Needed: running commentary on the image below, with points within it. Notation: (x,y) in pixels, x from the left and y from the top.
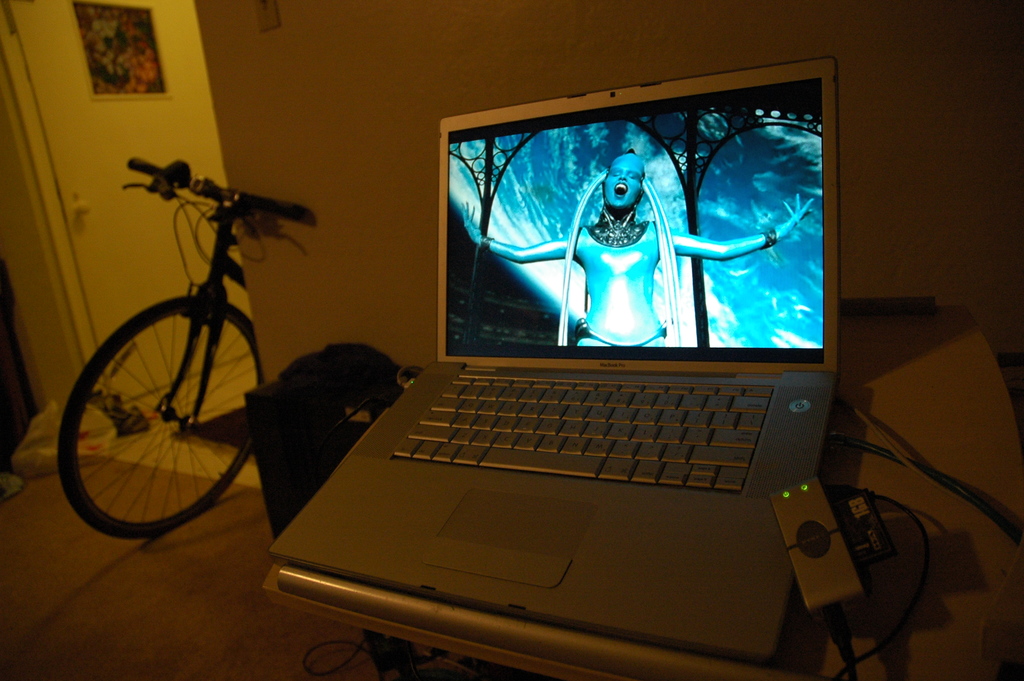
In this image there is a laptop (734,410) on the table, carpet (110,639), bicycle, a frame (149,45) attached to the wall (2,101).
